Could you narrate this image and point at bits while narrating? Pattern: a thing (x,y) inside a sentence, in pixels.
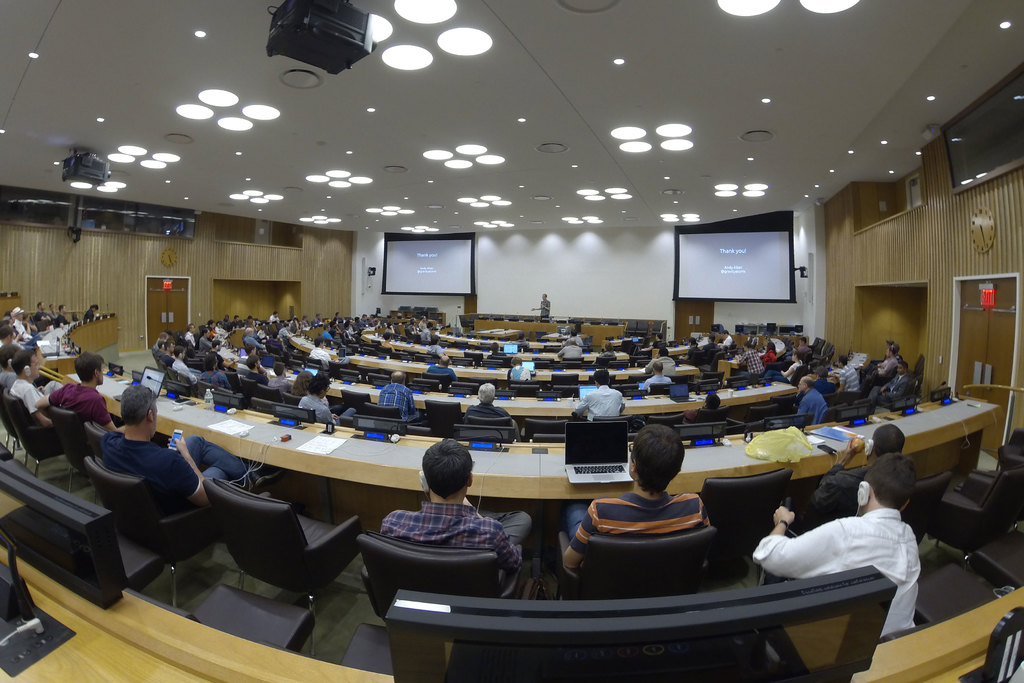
A picture of a auditorium (369,283). On top (379,35) there are lights (627,197) and projectors (336,21). Far there is a screen (451,272) on wall (593,260). Persons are sitting on chair (915,512). In-front of them there are tables (387,449), on this table (487,463) there are laptops (608,449), papers (230,430) and mic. Far this person (543,305) is standing. A clock (983,230) on wall (918,237).
